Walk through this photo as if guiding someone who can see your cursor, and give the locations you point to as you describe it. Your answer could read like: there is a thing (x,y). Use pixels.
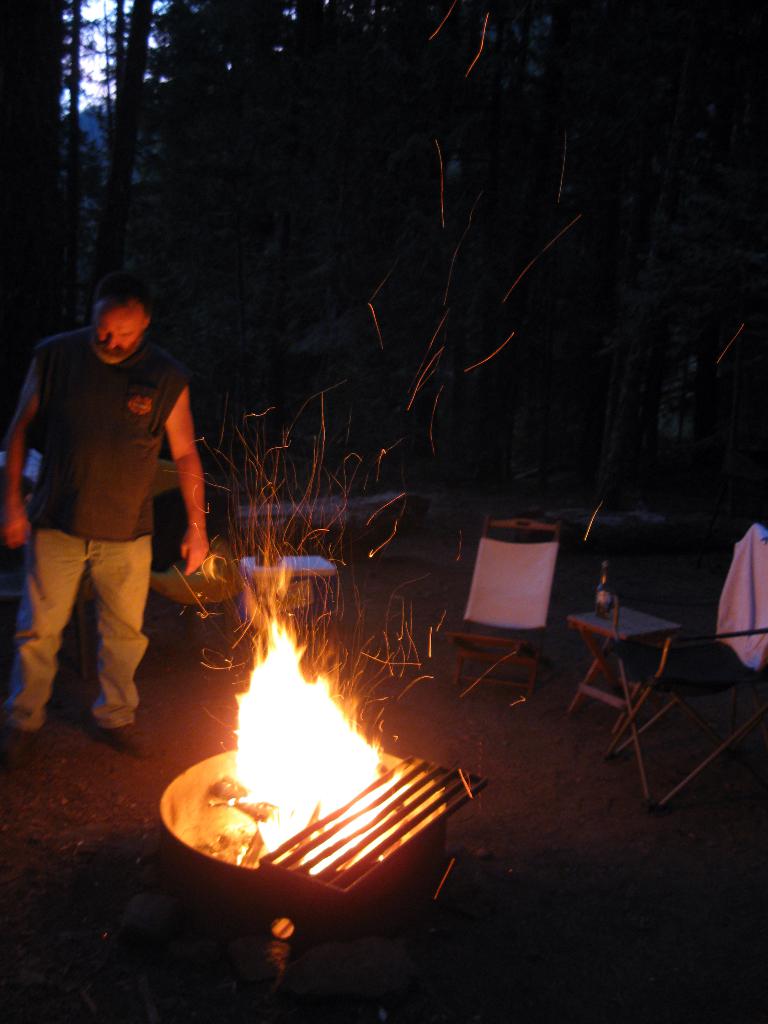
In this picture there is a man (188,516) holding an object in his left hand (188,547) and there is fire (258,685) kept in front of him backdrop (404,74) there are some trees (401,90).
